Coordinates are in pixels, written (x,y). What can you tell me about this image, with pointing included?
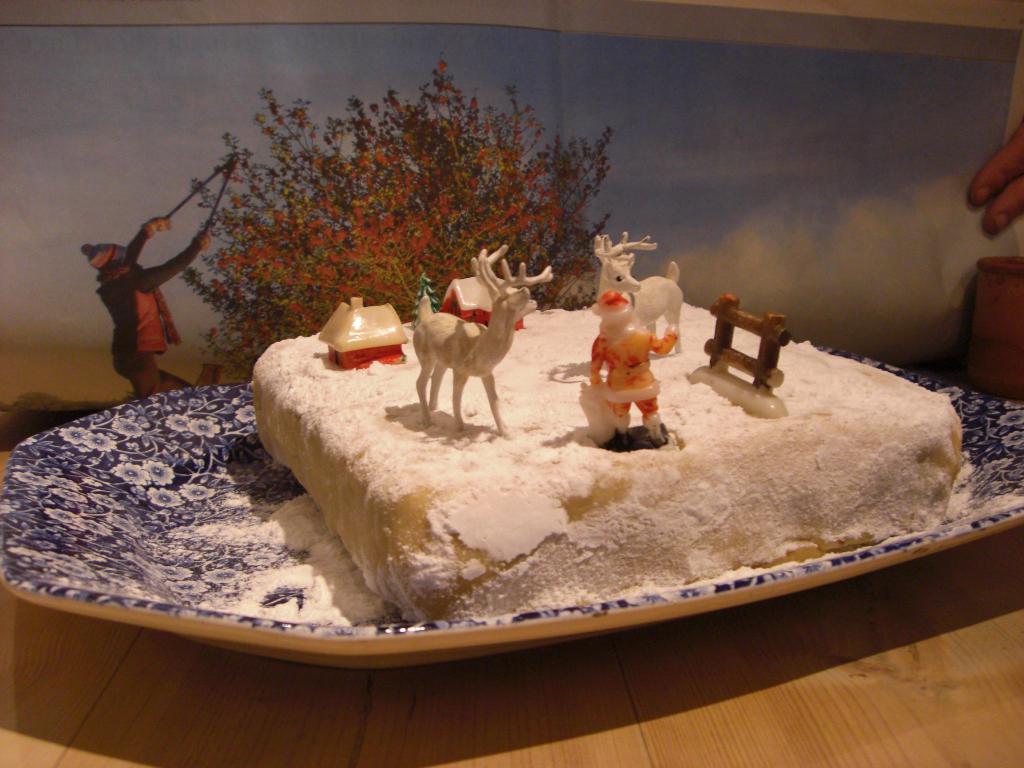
The picture consists of a table (522,732), on the table (809,713) there is a plate (970,532). On the plate (1014,509) there is cake (549,349), on the cake (534,336) there are house (370,329), reindeer (636,315) and a tree toys (438,308). In the background (148,196) there is a poster (465,177). On the right (987,218) there is a person's fingers (996,216) and cup (997,327).
